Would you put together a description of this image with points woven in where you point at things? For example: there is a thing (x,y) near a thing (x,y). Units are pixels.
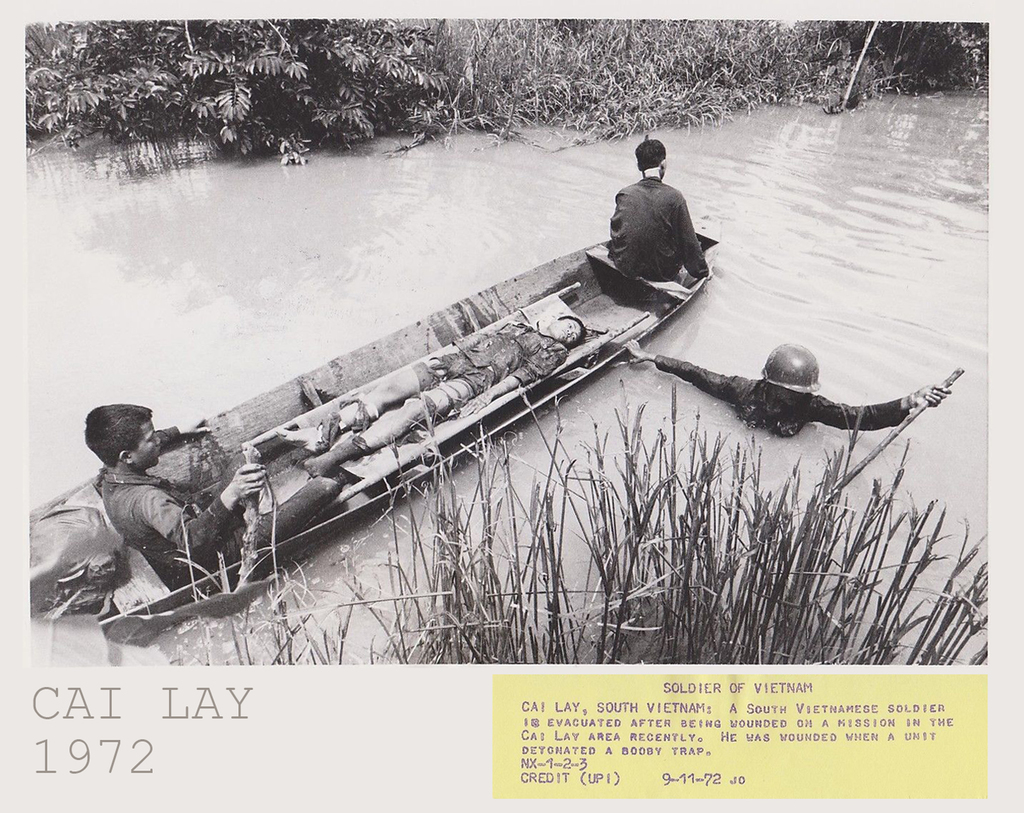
This is a black and white image. In this image we can see persons (613,221) in a boat (582,319) on the water (787,212). On the right side of the image (689,633) we can see plants (744,623) and person (758,398) in water (748,467). In the background (737,44) we can see trees (399,79) and plants (588,91). At the bottom (934,695) there is a text (889,699).
